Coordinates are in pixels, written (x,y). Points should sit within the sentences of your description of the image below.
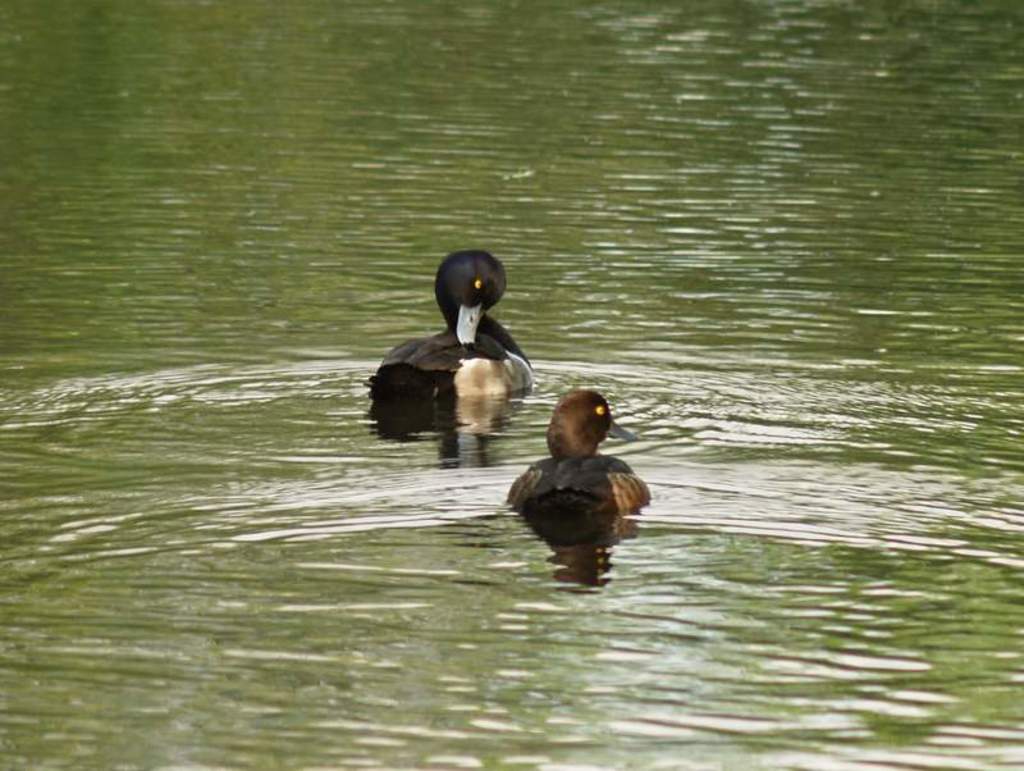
In this picture we can see two ducks (449,390) on the water (429,305).
